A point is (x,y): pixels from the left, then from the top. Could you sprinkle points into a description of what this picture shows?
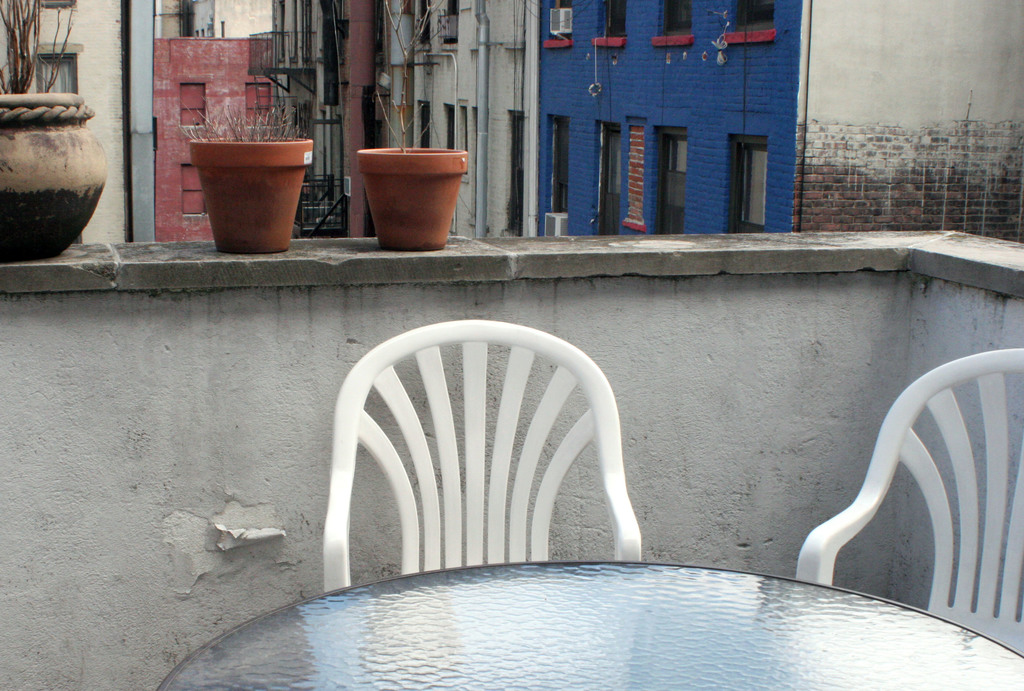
In the image there are plant pots (280,199) on the wall (435,317) and in front (971,511) there are chairs (506,495) and in back (646,105) side there are buildings (470,83).
